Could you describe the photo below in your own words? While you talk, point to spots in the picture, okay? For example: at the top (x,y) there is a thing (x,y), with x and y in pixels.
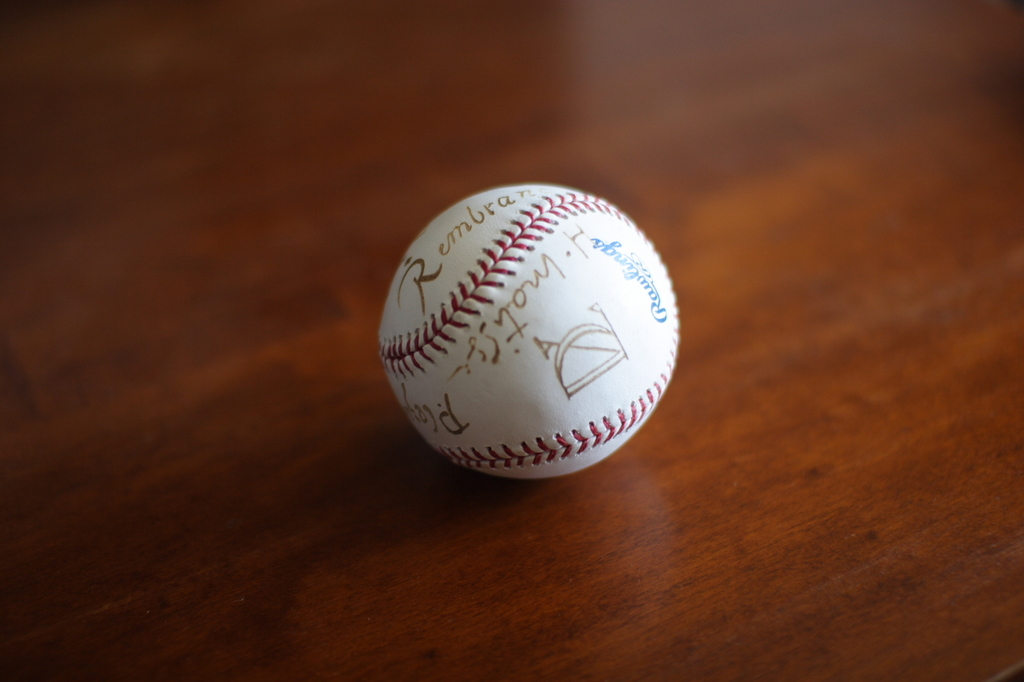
In the center of the image (483,436) we can see a ball (517,348) placed on the table (512,521).
